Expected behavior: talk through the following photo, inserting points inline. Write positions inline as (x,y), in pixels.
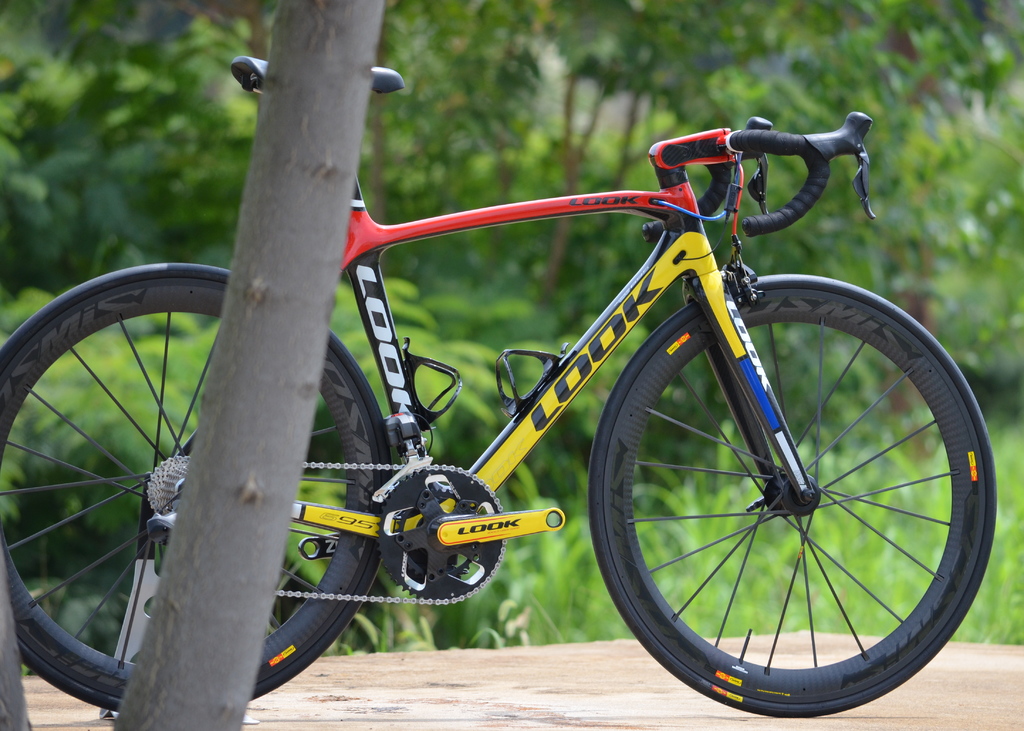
In this picture there is a bicycle (610,519) which is parked near to the tree (206,500). In the background (681,397) we can see plants (33,135), trees (872,387) and grass (933,445).
